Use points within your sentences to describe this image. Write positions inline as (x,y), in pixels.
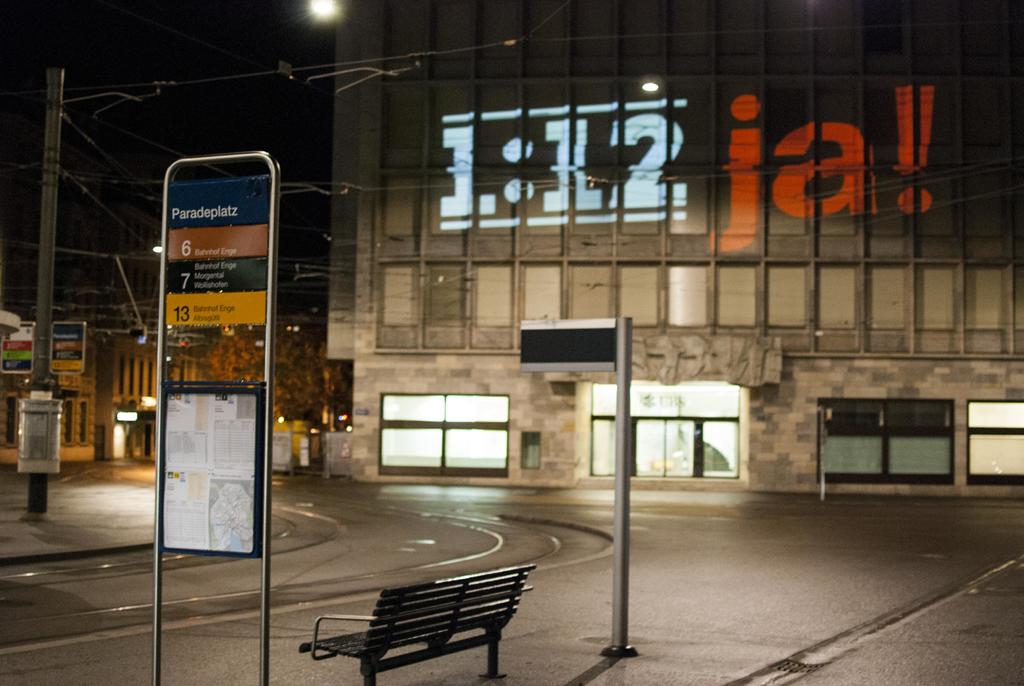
In this picture I can observe a road (369,591). There is a bench (364,617) on the bottom of the picture (425,633). I can observe pole (627,435) in the middle of the picture (627,435). On the left side (53,92) there is another pole (50,310). In the background (376,219) there is a building (603,301). On the left side (281,365) there are some trees (285,353). The background (266,137) is dark.
